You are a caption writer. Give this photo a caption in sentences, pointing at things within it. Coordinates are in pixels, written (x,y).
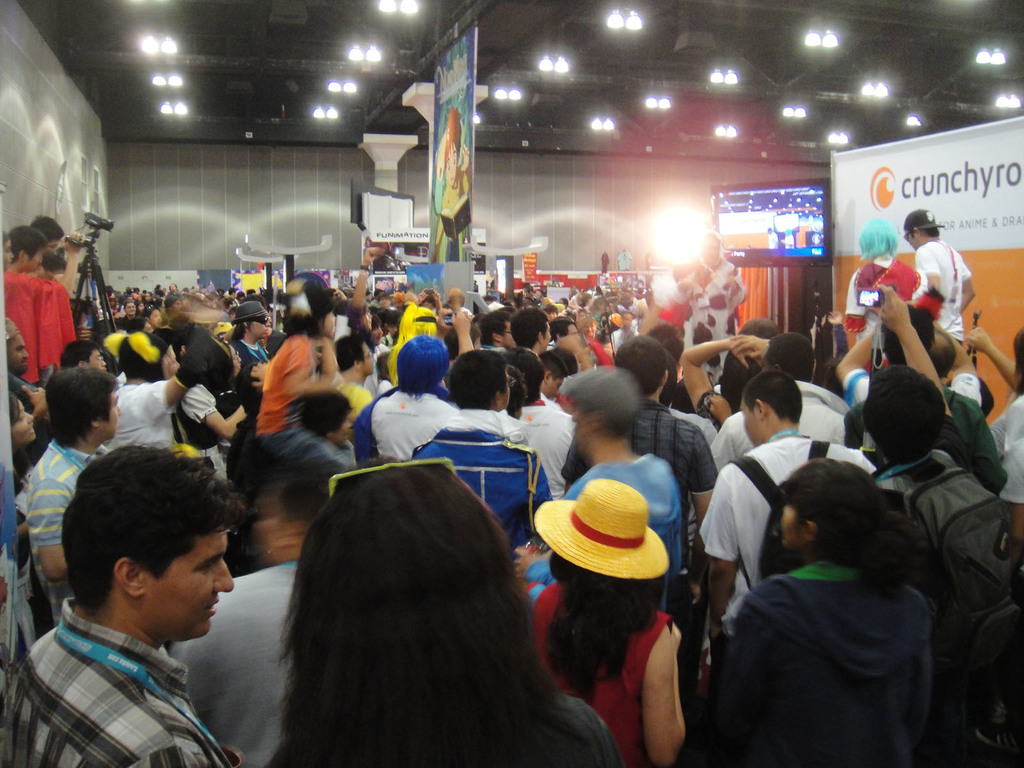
In this image I can see the group of people (606,413) and few people (367,415) are holding something. I can see few boards (842,183), banners (436,184), screen (827,222), lights (691,234) and few objects (823,291). I can see the person (55,343) is holding the camera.
